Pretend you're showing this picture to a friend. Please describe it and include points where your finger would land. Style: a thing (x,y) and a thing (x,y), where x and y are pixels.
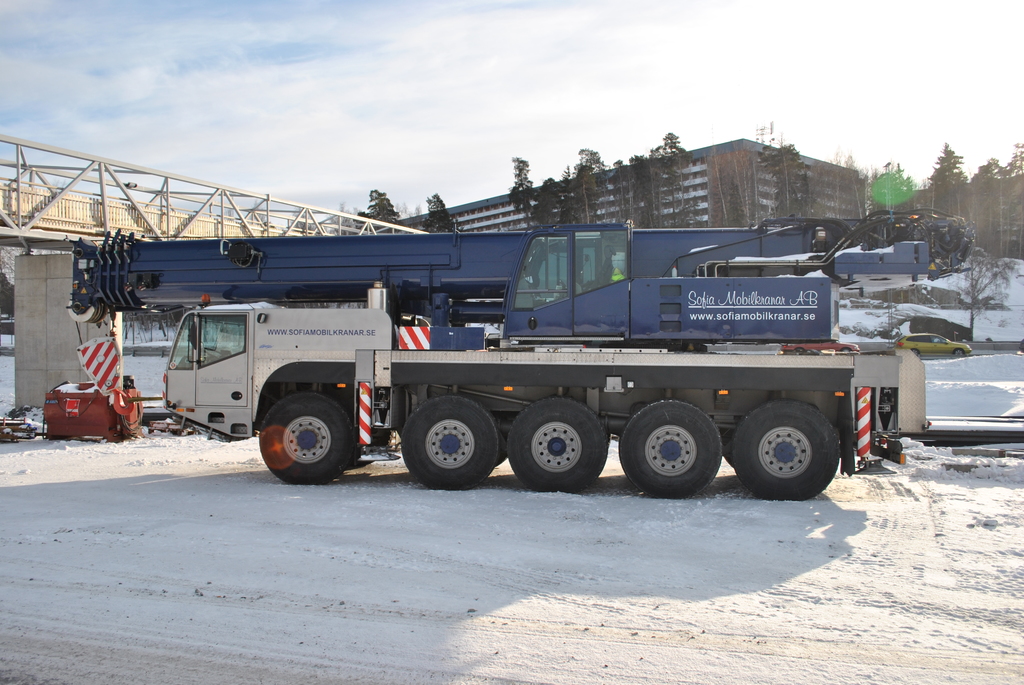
In this image in the center (389,336) there is a vehicle (416,382). In the background (701,174) there are trees (772,178), there is a building (696,201) and on the left side (132,219) there is a bridge (160,215) and there is a car (941,342) moving on the road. In the front (436,608) on the ground (436,608) there is snow (289,614).
